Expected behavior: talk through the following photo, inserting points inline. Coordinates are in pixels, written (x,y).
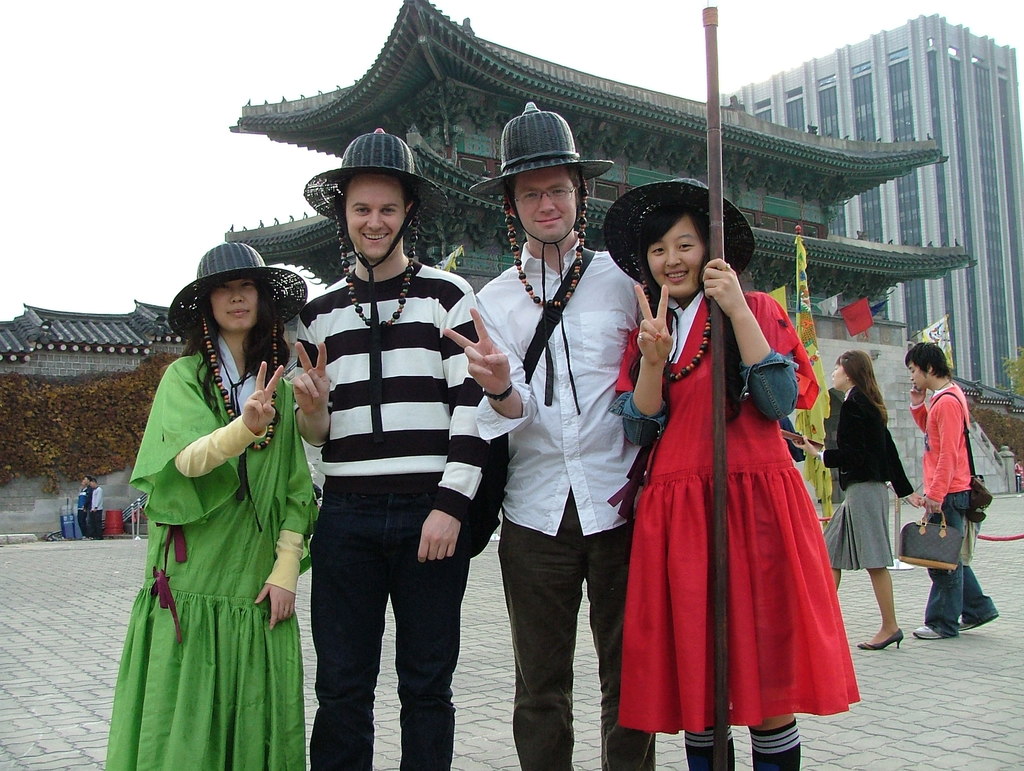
In this image, we can see few people (517,525) are standing. Few are watching and smiling. They are wearing hats (643,236). Here a woman (670,380) is holding a stick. Background (675,134) we can see few objects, building (964,347), house (822,350), flags (807,344), walls (892,499). On the right side of the image (929,491), two people (932,512) are walking on the walkway (929,656). Here we can see trees (1014,363) and sky (185,116).
